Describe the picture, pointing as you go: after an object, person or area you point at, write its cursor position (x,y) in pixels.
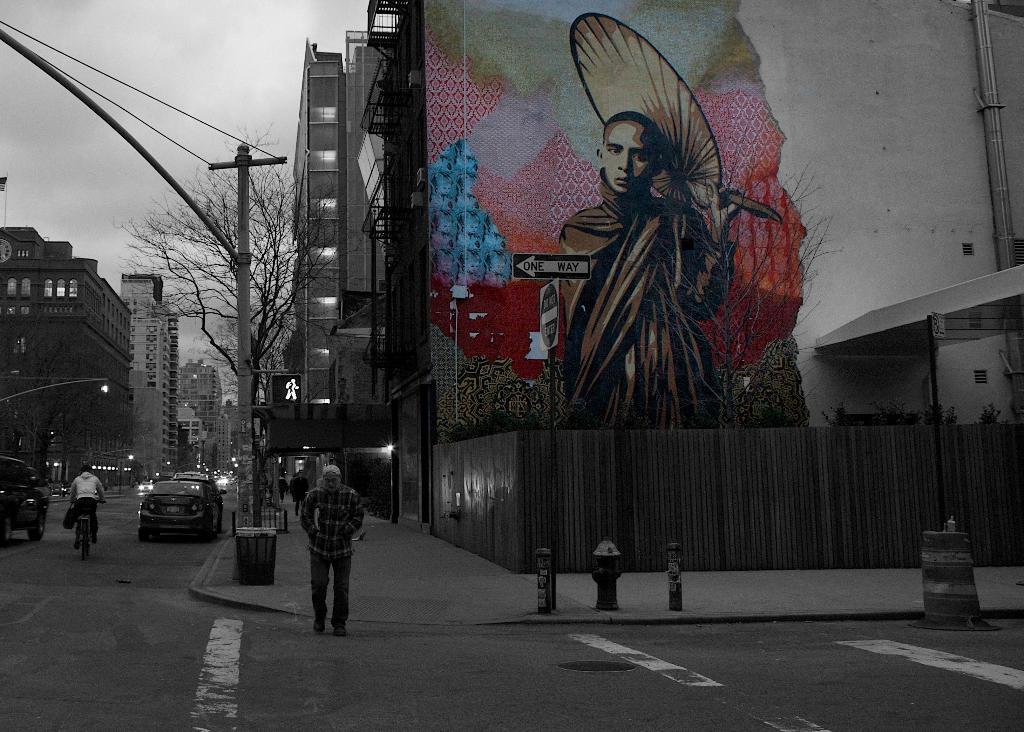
As we can see in the image there are buildings (53,294), trees (196,240), current pole (245,297), few people (316,597) here and there, cars (193,510) and there is a bicycle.
